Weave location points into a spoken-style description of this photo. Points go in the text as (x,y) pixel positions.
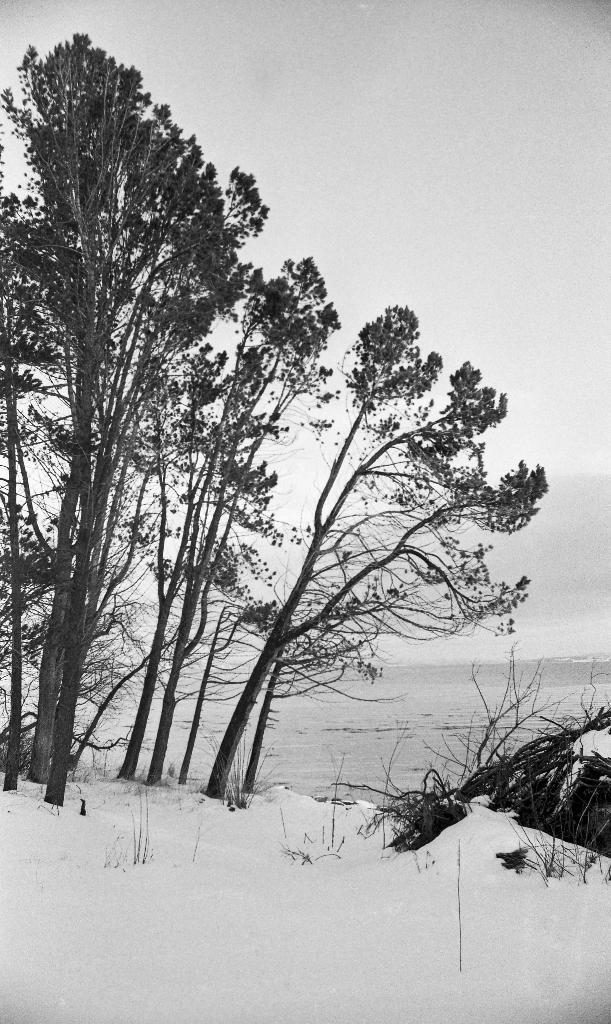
In this picture we can see few trees (211,366), snow (185,915) and water (388,743), and it is a black and white photography.
